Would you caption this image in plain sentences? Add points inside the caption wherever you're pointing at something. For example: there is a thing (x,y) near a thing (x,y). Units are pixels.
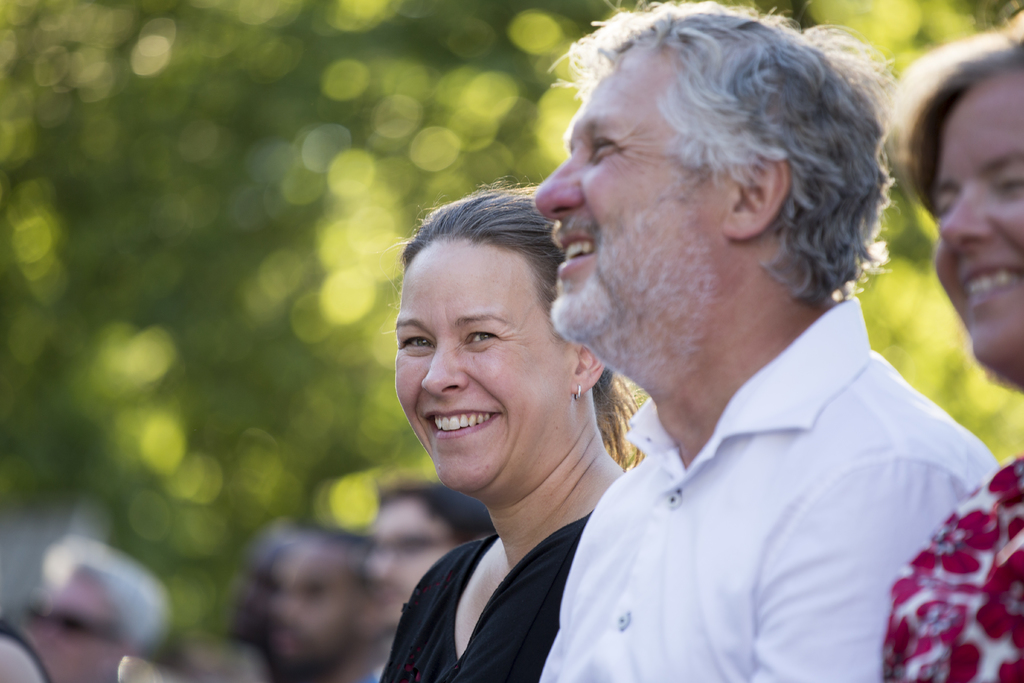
There are three people (605,291) smiling. In the background (335,222) it is blurry and it is green and we can see people (341,564).
